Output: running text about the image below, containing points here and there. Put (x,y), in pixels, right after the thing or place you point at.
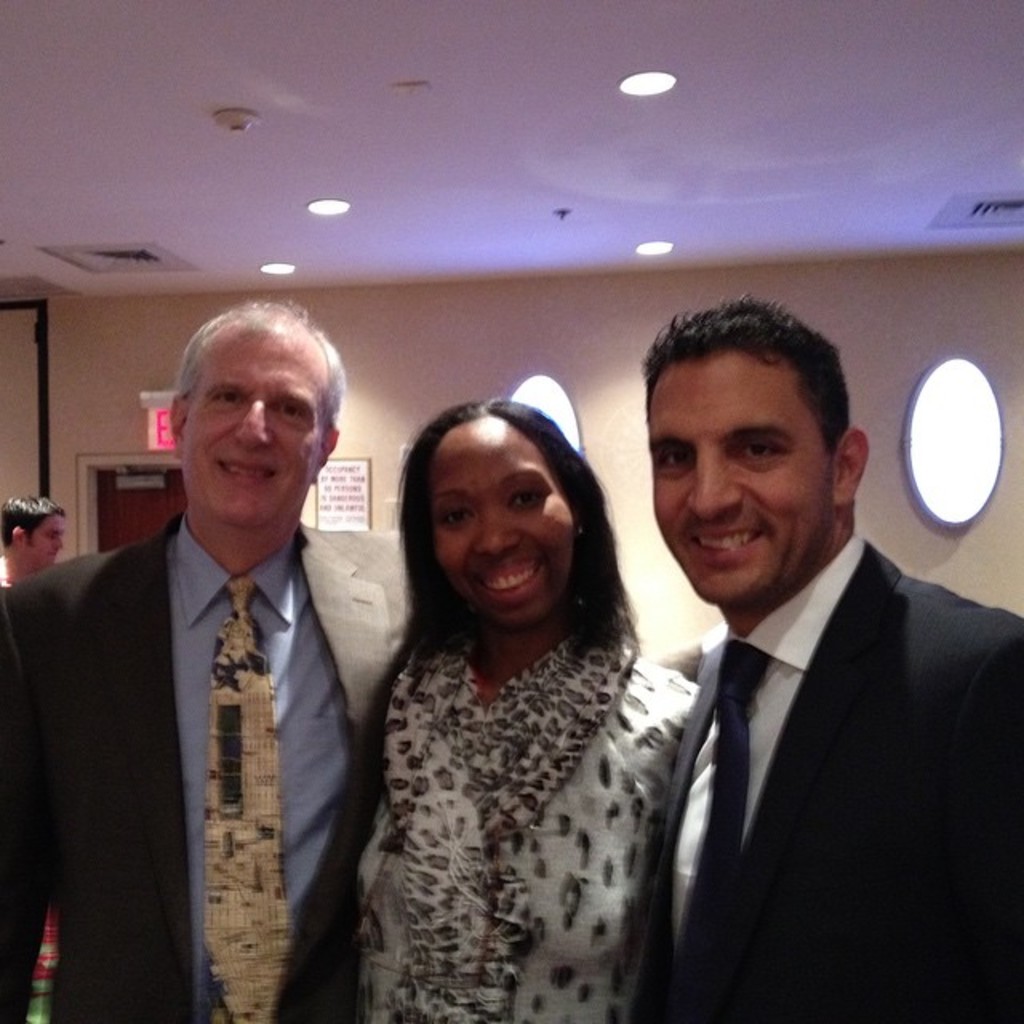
In this image, we can see persons (560,796) wearing clothes (566,809). There are lights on the ceiling (439,151) which is at the top of the image (549,52). In the background (693,288), we can see a wall (992,522).
